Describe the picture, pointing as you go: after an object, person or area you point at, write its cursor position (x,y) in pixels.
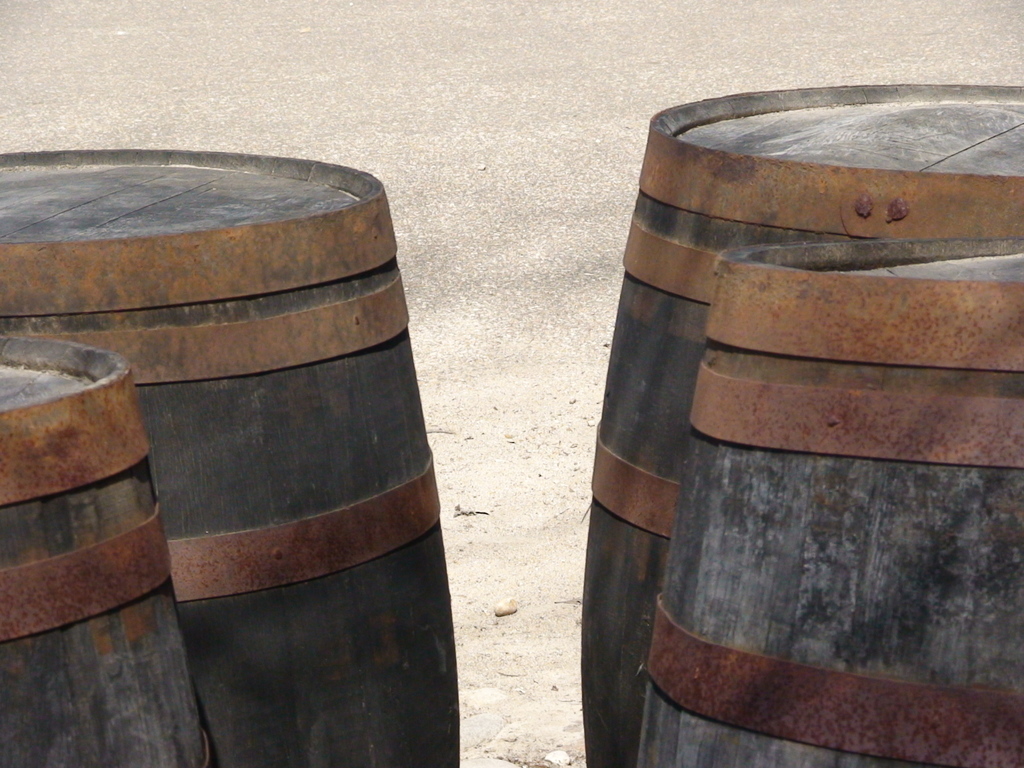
In this picture we can see few barrels (367,359).
